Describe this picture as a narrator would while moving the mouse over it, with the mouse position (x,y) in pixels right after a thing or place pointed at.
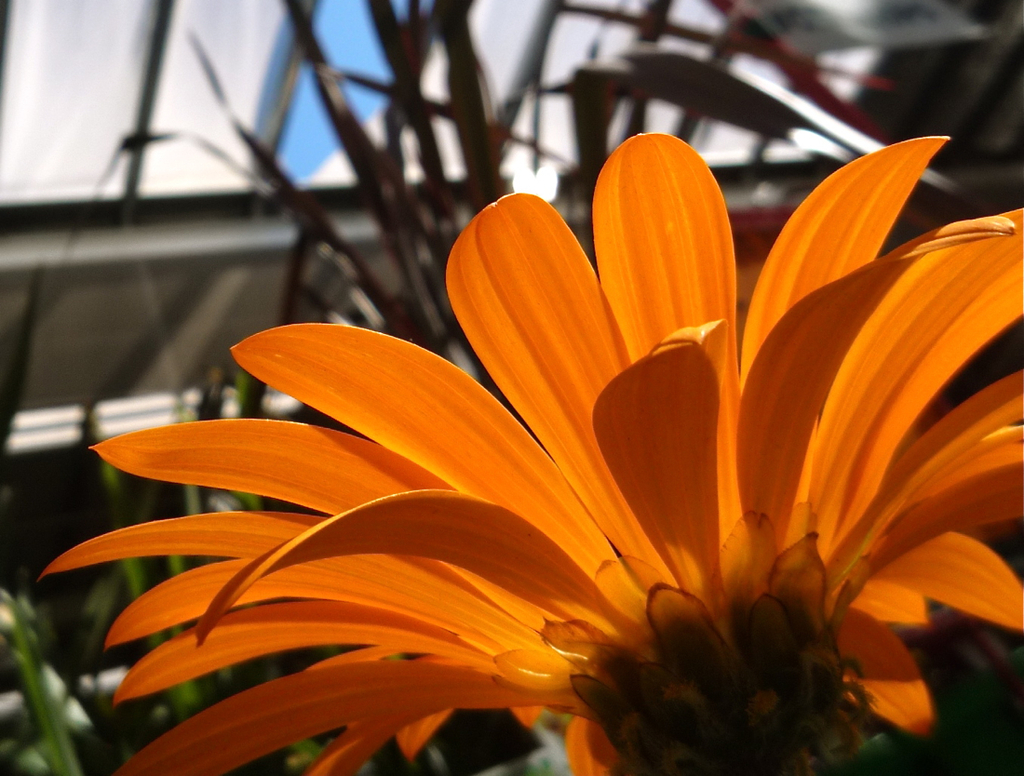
In this image we can see an orange color flower (471,668). In the background (113,274) we can see grass (587,137) and an object (163,296).
